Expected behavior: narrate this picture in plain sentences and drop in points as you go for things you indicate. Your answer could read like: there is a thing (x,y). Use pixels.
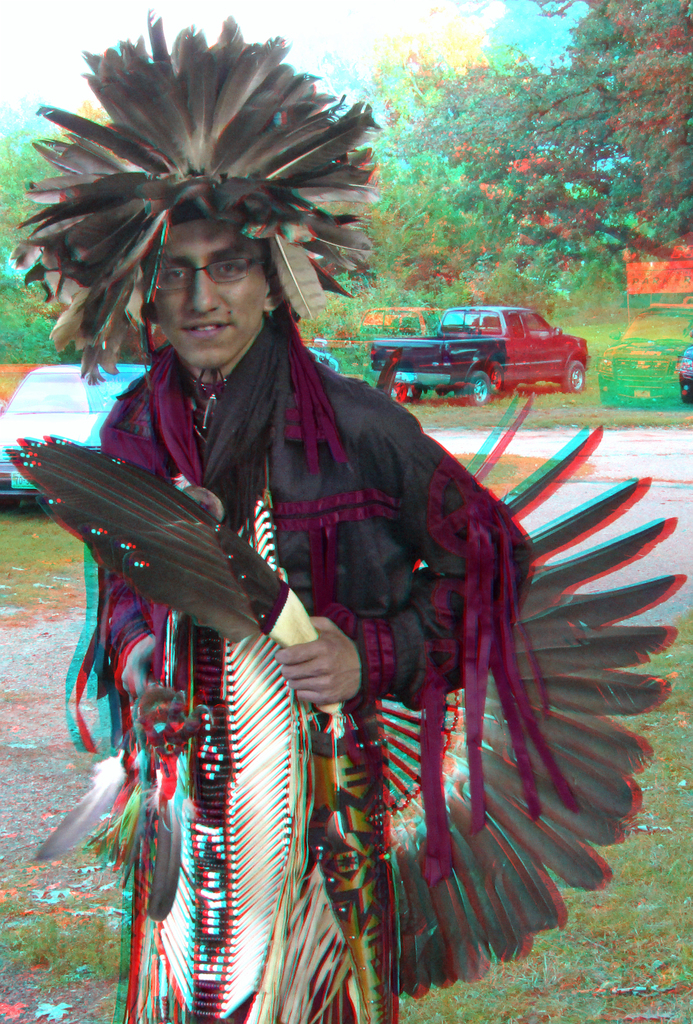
In this image a person (204,656) is wearing a costume (367,662). He is having some feather (214,176) on his head (191,213). He is standing on the grassland (38,516) having a car (16,443) on it. Few vehicles (7,486) are on the grassland (643,409). Background (493,270) there are few trees (681,202). Top of image (33,59) there is sky (63,46).
